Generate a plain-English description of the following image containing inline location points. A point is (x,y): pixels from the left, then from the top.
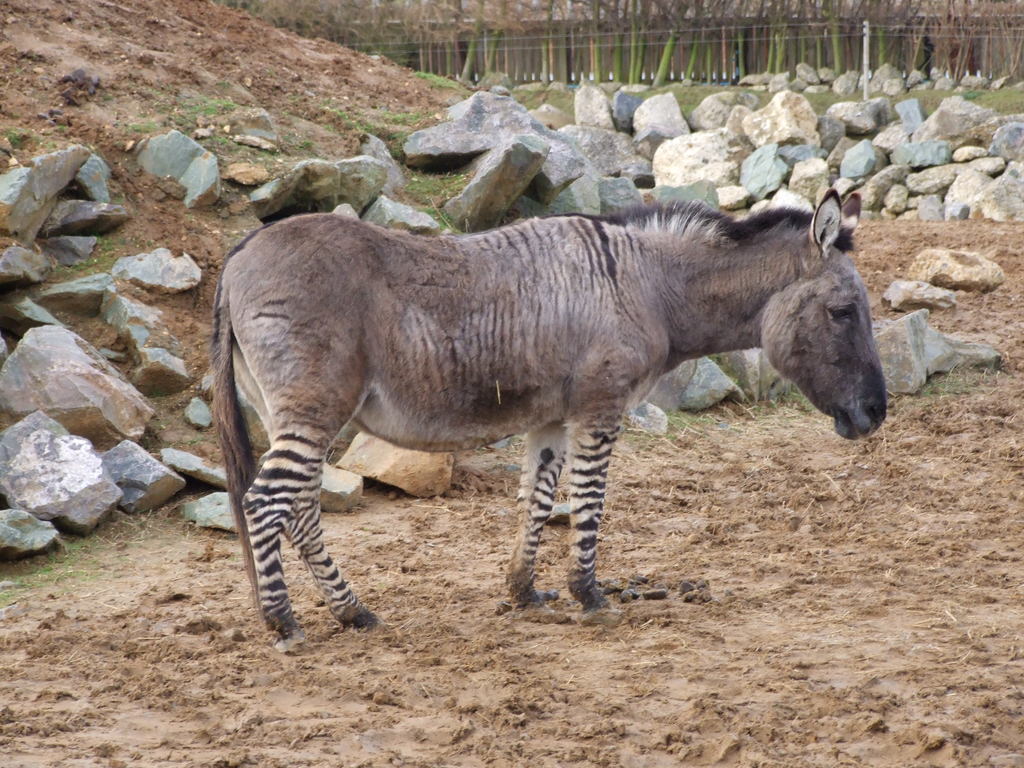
This picture is clicked outside. In the center (657,278) there is an animal (629,373) standing on the ground (390,547). In the background (724,120) we can see the rocks (742,106) and many other objects (643,63) and the grass (889,96).
